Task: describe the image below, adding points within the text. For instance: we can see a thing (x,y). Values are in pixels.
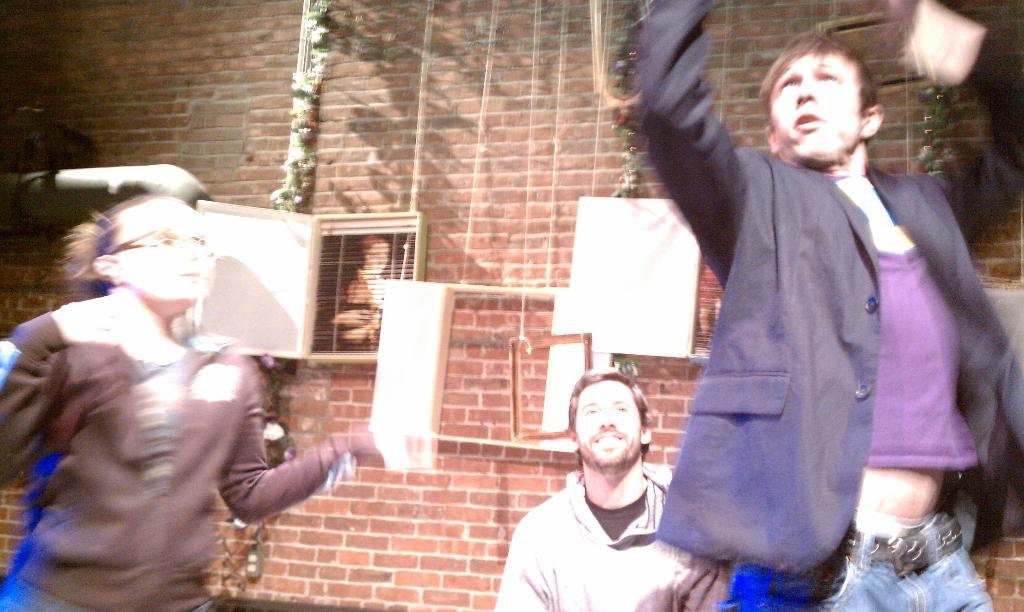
In picture one man (682,35) is on right side (733,300) one more (531,589) over here and one girl (84,542) on the left side (34,372). And this are bricks (447,52).
